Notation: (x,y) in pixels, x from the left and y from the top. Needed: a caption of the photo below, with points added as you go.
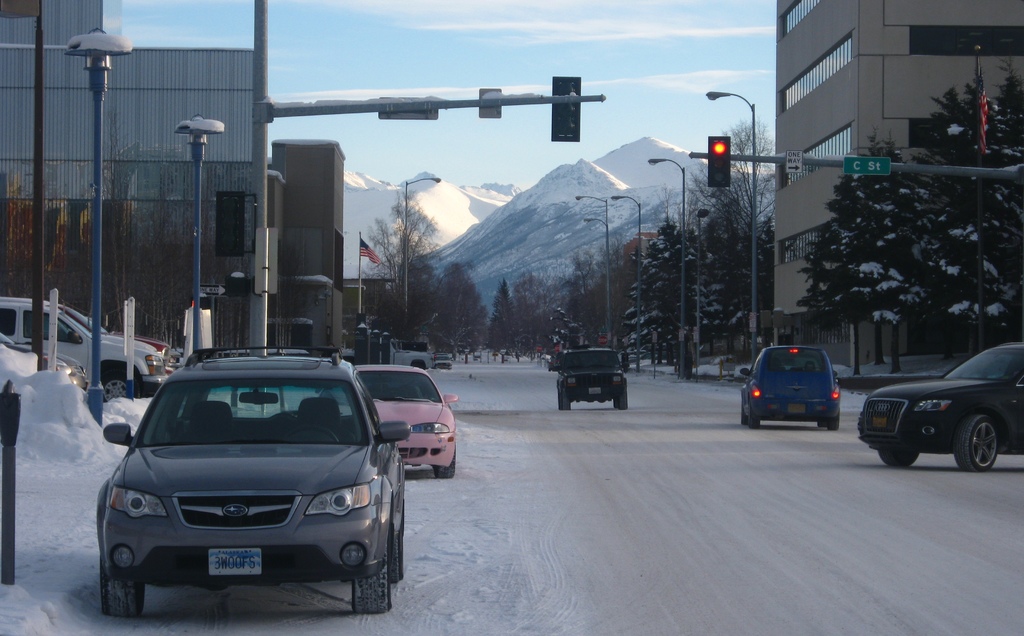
In this image, we can see road (613,534) in between poles (752,271) and buildings (179,210). There are some trees (686,265) and mountains (662,190) in the middle of the image (497,284). There are vehicles (243,435) on the road (578,531). There are some other trees (998,235) on the right side of the image (958,319). There is a sky (543,84) at the top of the image (412,40).
